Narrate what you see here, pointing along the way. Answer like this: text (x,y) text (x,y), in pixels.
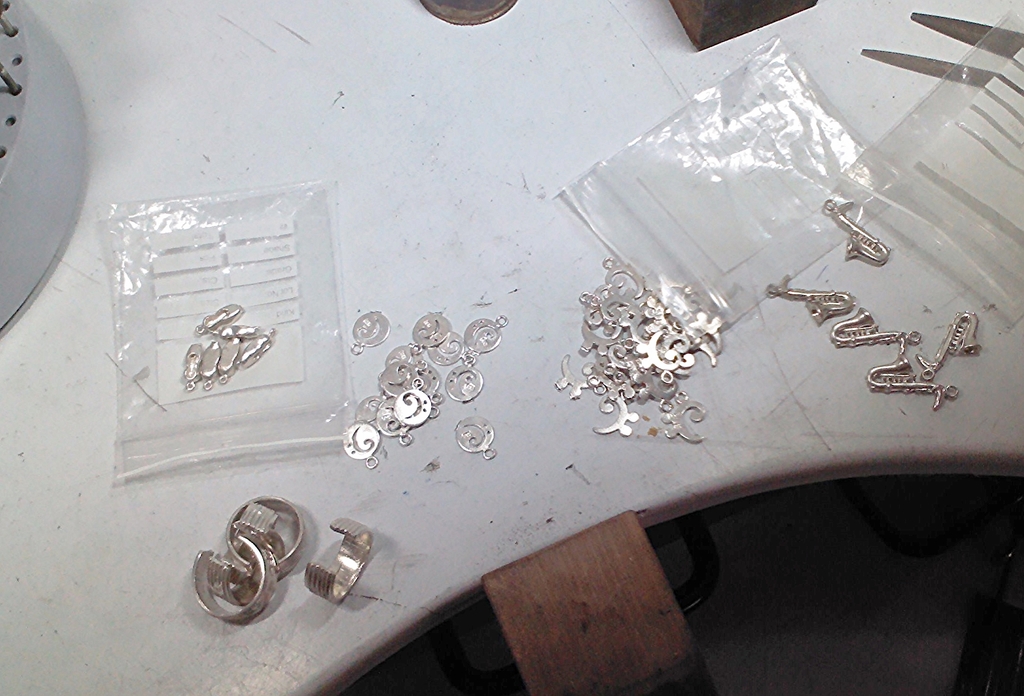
In this image, I can see different models of pendants (655,360) and covers (756,193), which are placed on the table (589,428). On the bottom of the image (589,598), I can see an object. This looks like a wooden block (578,613).
